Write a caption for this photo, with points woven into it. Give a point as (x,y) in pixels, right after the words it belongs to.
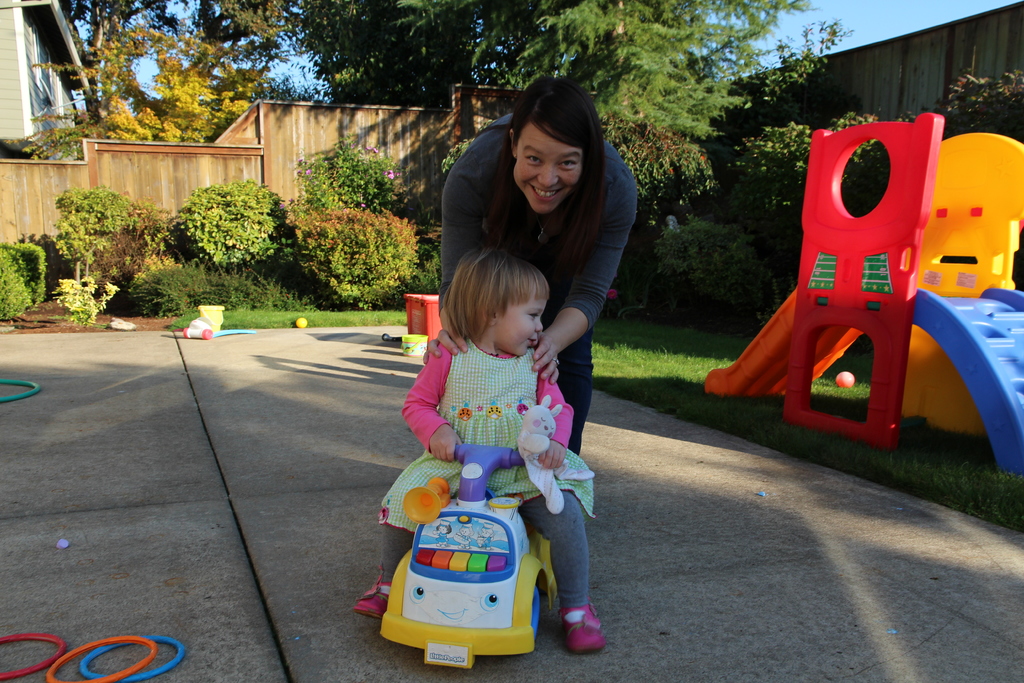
In this picture there is a woman (452,242) smiling, in front of her there is a girl (516,383) sitting on a toy vehicle (507,463) and we can see tennikoit rings (123,675), slide (771,335), balls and objects (383,338). We can see grass (284,321), plants (777,196), flowers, wall (40,174), house (32,95) and trees (52,144). In the background of the image (876,10) we can see the sky (827,14).
